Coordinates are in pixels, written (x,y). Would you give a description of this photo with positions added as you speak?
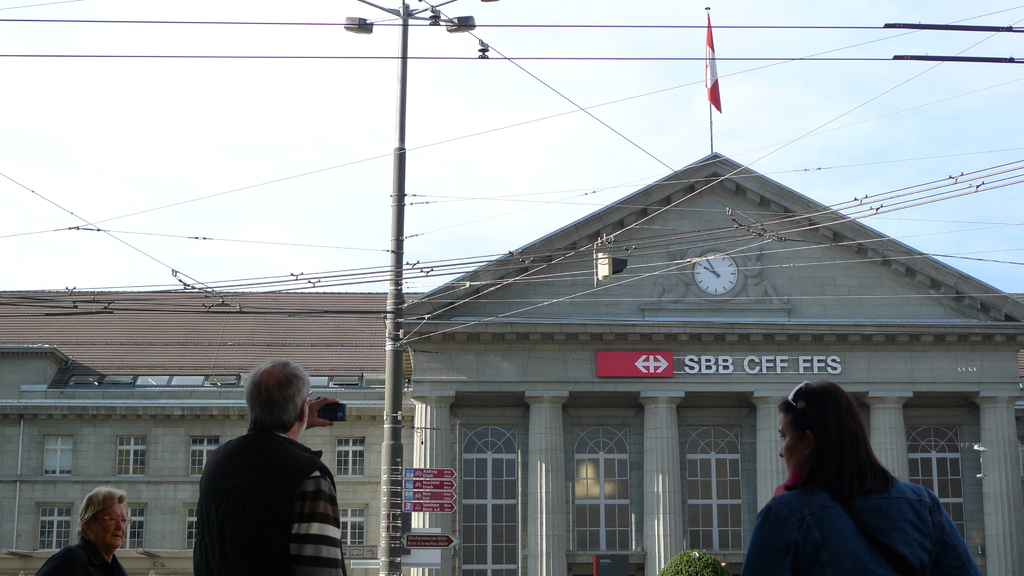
In this image we can see three persons (217,553) standing and a person (287,475) holding mobile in his hands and in the background of the image (479,256) there are some wires (2,303), pole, there are some houses (207,390) and top of the image (362,159) there is clear sky (321,198).
